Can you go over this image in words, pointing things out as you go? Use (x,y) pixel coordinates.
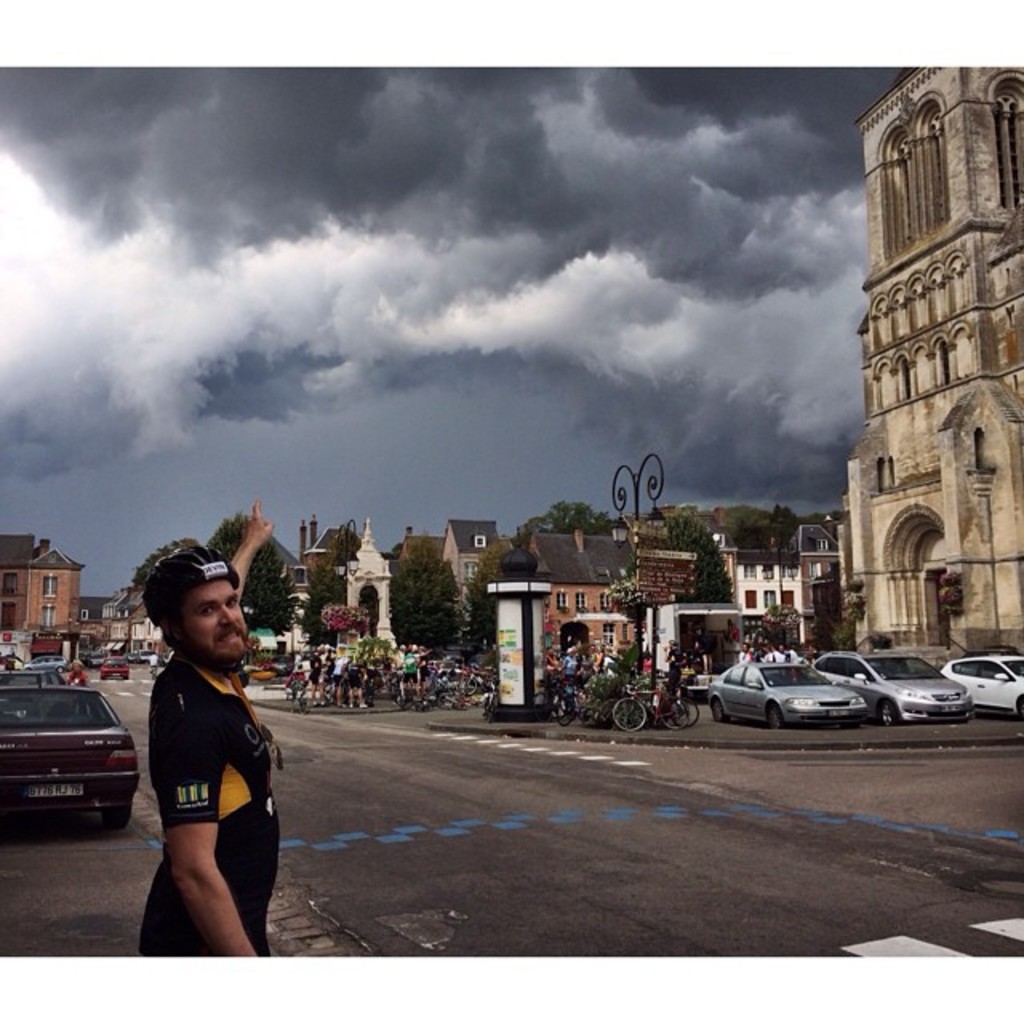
In this image I see a man (226,725) over here and I see the road (513,789), cars (77,705) and I can also see cycles (568,722). In the background (24,493) I see the buildings (1021,291), trees (673,532) and the cloudy sky (475,258).
